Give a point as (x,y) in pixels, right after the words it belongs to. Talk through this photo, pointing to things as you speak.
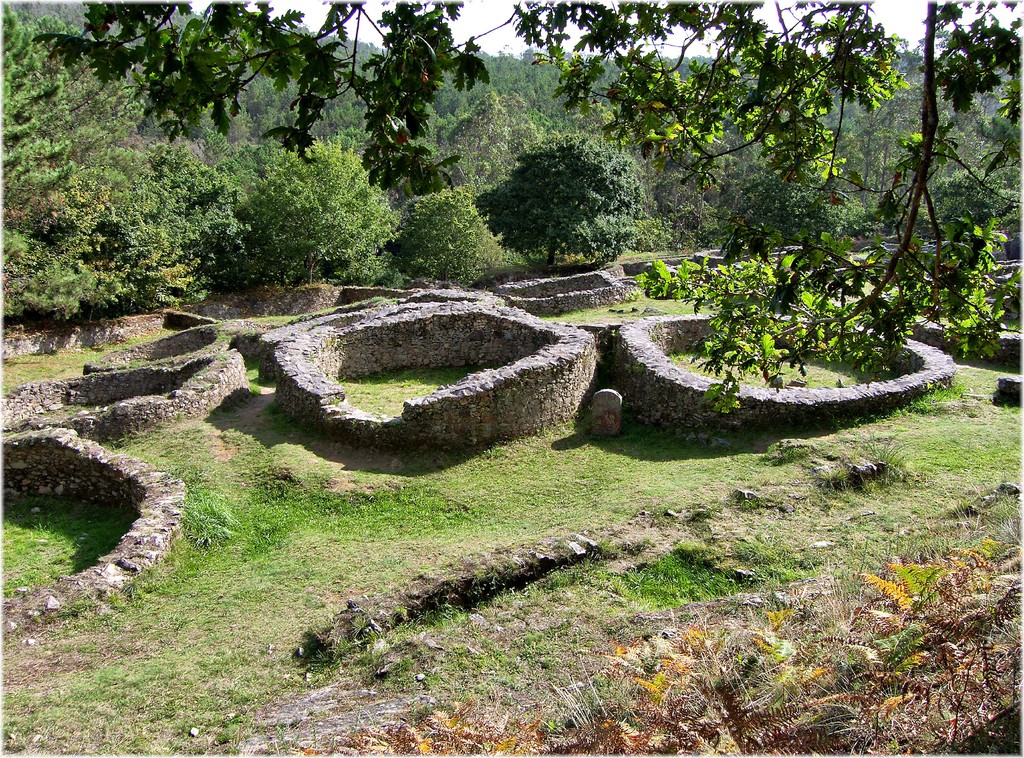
In the center of the image (423,427) we can see the stone walls (215,397), grass (435,508). In the background of the image (96,149) we can see the trees (513,186). At the top of the image (497,43) we can see the sky (513,35). At the bottom of the image (599,682) we can see the ground (599,659) and dry leaves (487,747).
